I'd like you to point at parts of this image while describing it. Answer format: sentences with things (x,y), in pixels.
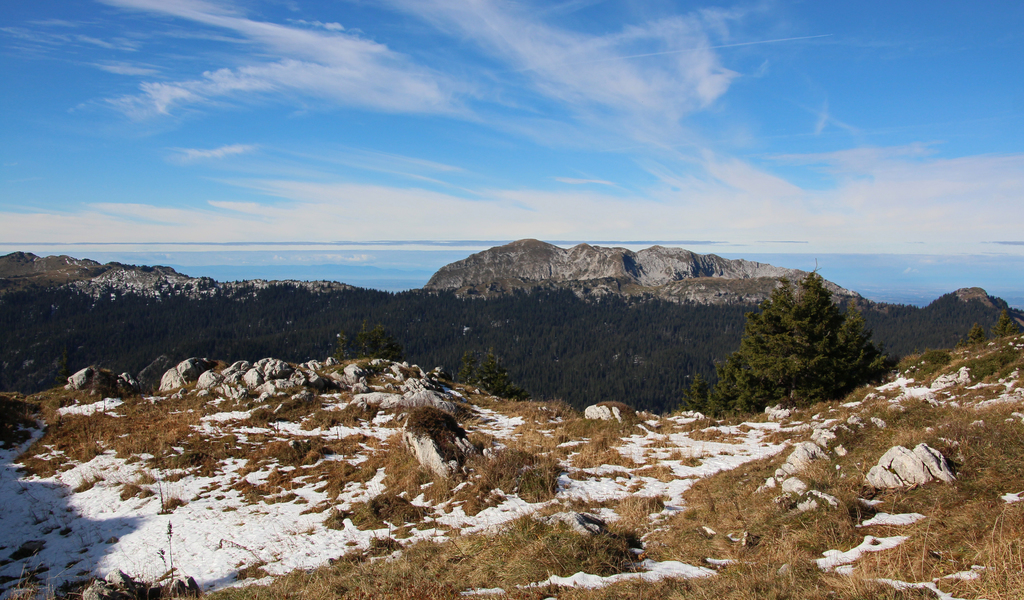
As we can see in the image there is snow (234,522), dry grass (995,542), trees (325,346), hills (302,319), sky (623,151) and clouds (684,26).
